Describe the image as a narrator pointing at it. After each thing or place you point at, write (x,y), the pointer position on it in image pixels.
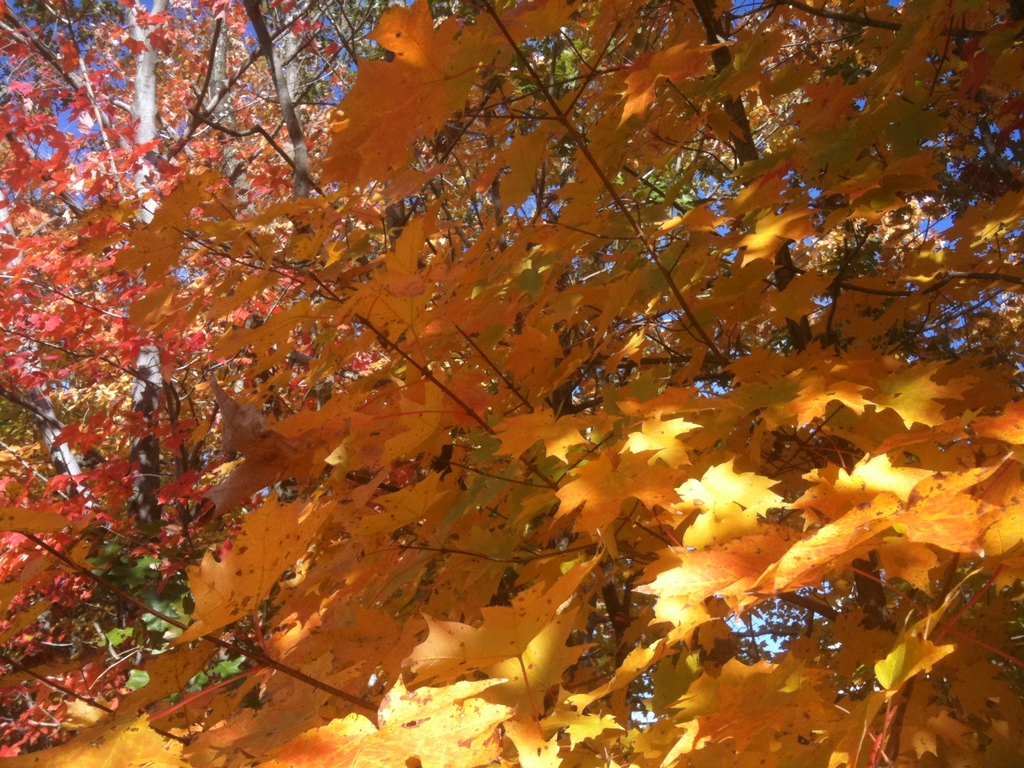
In this image we can see trees (352,382) and sky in the background (418,167).
